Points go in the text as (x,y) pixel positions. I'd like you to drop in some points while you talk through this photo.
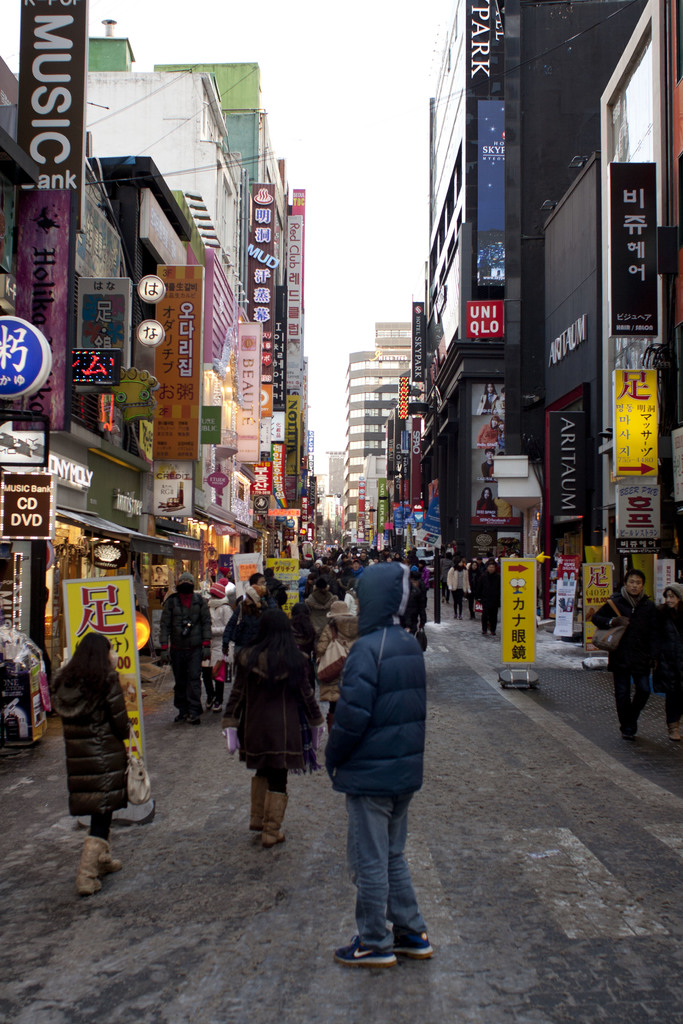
This is an outside view. At the bottom (410,685), I can see many people (321,641) are standing on the road (518,880). On the right (589,528) and left side of the image (101,411) there are many buildings (591,300) and also I can see the boards (627,313). On the boards (242,438) I can see the text (181,390). At the top of the image (350,154) I can see the sky (350,154).
